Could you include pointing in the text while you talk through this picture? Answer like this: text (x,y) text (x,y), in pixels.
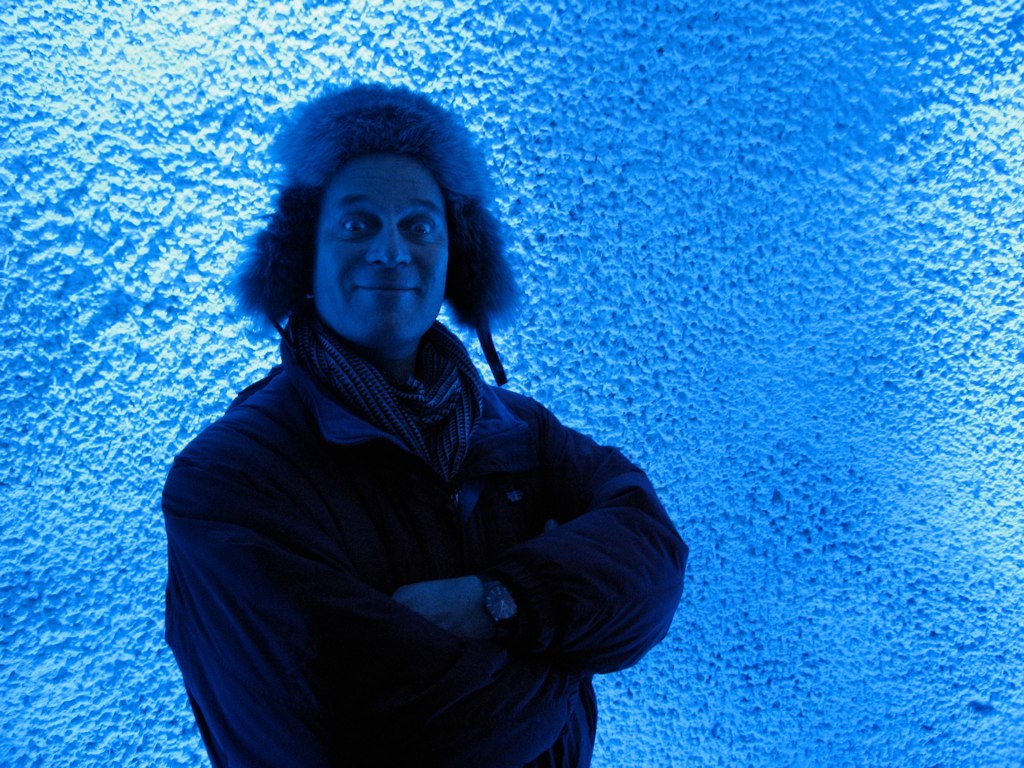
In this image, I can see the man (392,480) standing and smiling. In the background (184,225), I think this is the wall (848,495).
